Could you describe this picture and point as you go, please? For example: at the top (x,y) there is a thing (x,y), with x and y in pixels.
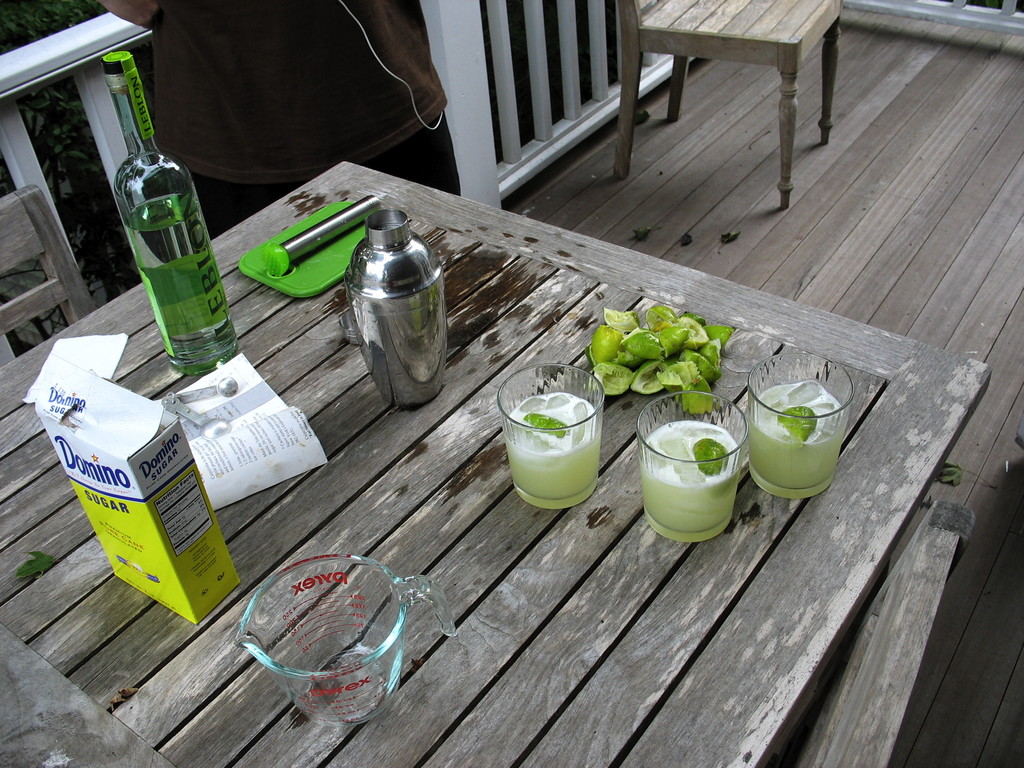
There are glasses (529,470) jug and bottle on the table (495,416).
